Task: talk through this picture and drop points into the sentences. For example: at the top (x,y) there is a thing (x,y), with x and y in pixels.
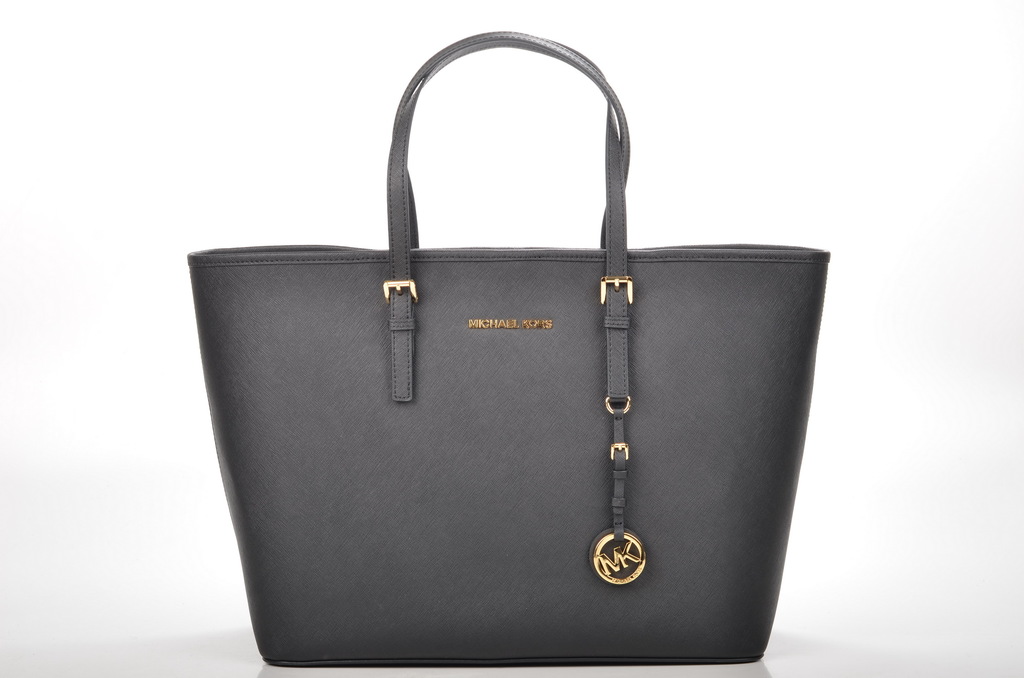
In this picture, here we can see a grey colored handbag (403,524) and at the bottom (607,549), we can see a mark (632,576) labelled as MK which is the brand name (609,572) of the bag (580,404). It seems like Michael Kors in which the word (547,326) is not clearly visible.
